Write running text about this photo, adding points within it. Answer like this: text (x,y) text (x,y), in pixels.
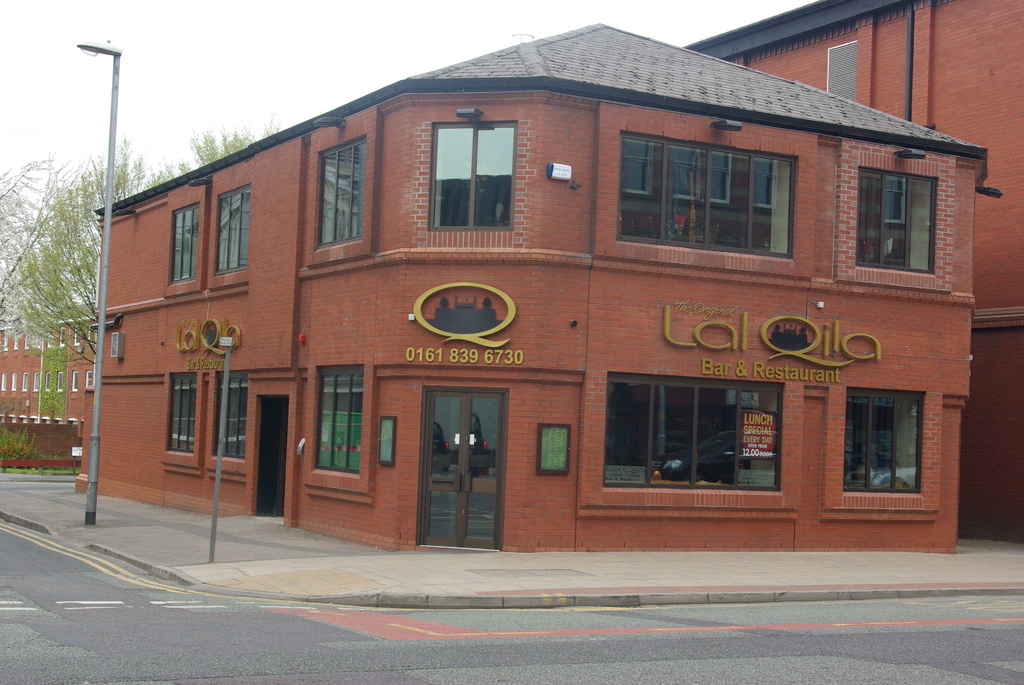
In this image I can see the road (697,669). I can see two poles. I can see a building (687,282). I can see few trees (60,277). At the top (424,59) I can see the sky (445,45).
